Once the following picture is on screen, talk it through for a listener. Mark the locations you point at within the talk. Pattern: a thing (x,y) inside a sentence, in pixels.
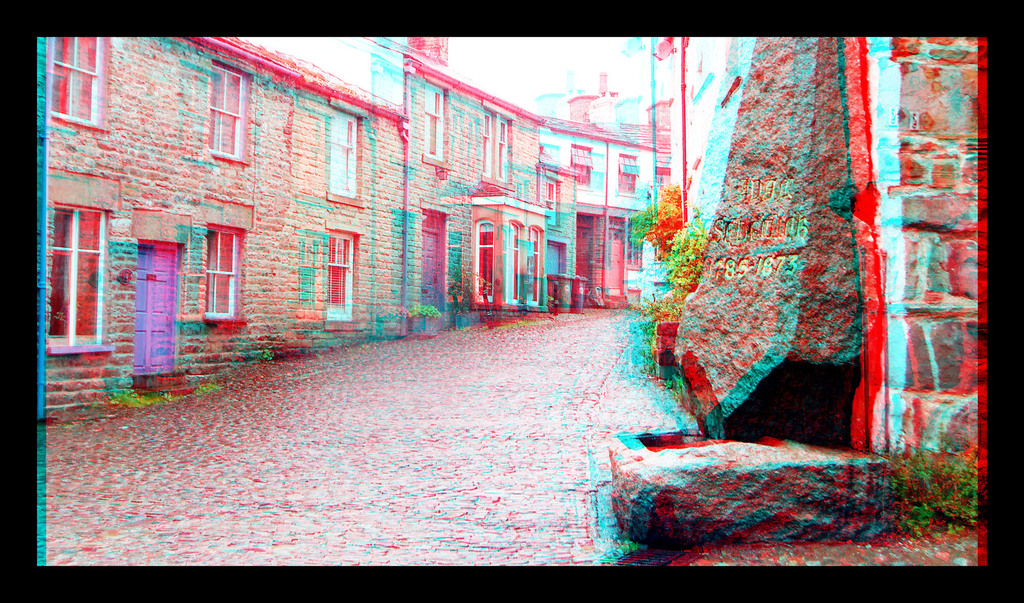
There are cobblestones (426,424) on the road (466,420) and there are buildings (506,194) on either sides of it.
